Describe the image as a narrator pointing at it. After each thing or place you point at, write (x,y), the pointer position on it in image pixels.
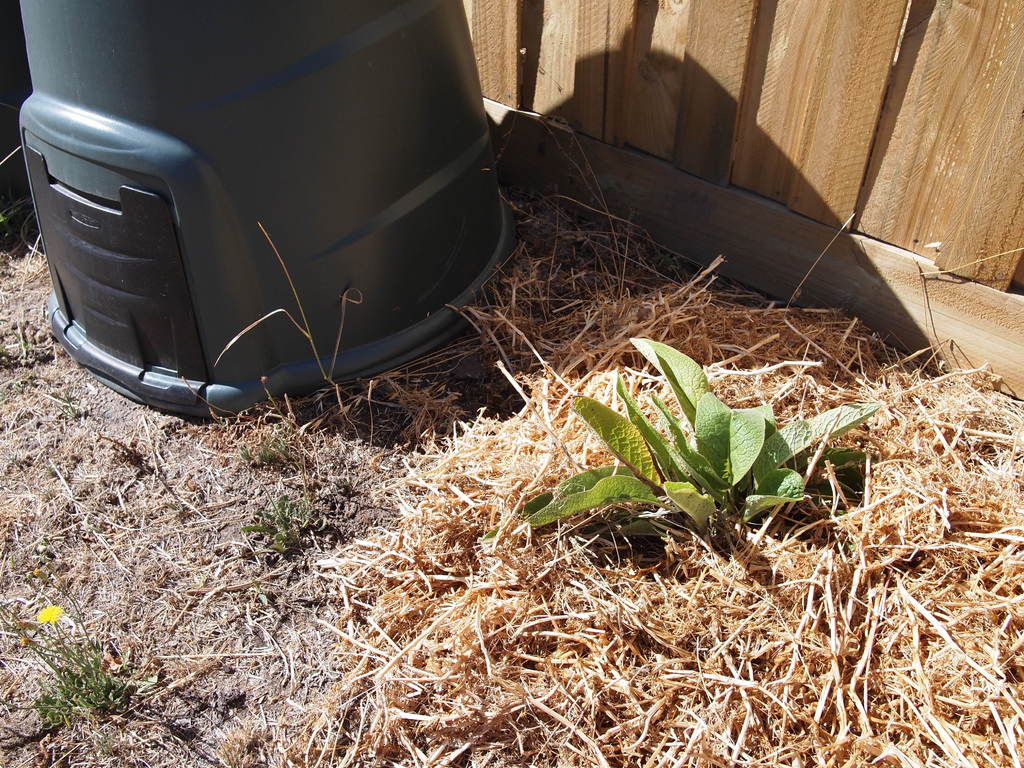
At the bottom of the image (926,684) there is grass (556,657) on the ground (420,499). At the top left corner of the image (250,175) there is a black item (453,204). At the right top corner of the image (843,68) there is a wooden wall (820,187).
